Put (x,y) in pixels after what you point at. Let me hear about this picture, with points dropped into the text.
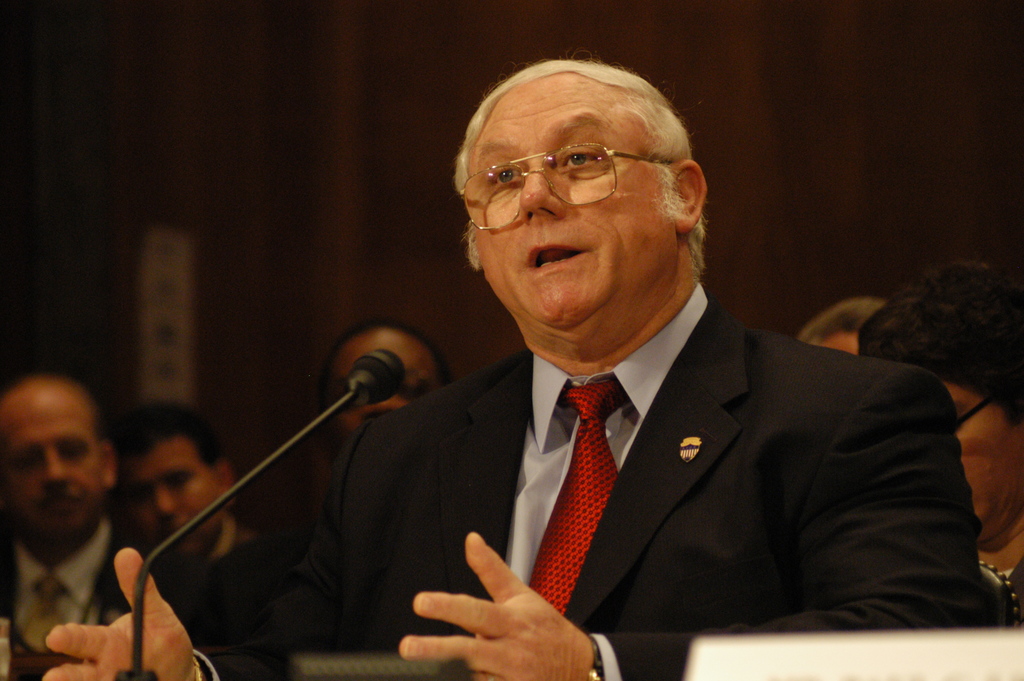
In this image we can see a man (538,401) wearing the suit (468,466) and talking in front of the mike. We can also see some persons (202,440) in the background (193,478) and the background is not clear.
